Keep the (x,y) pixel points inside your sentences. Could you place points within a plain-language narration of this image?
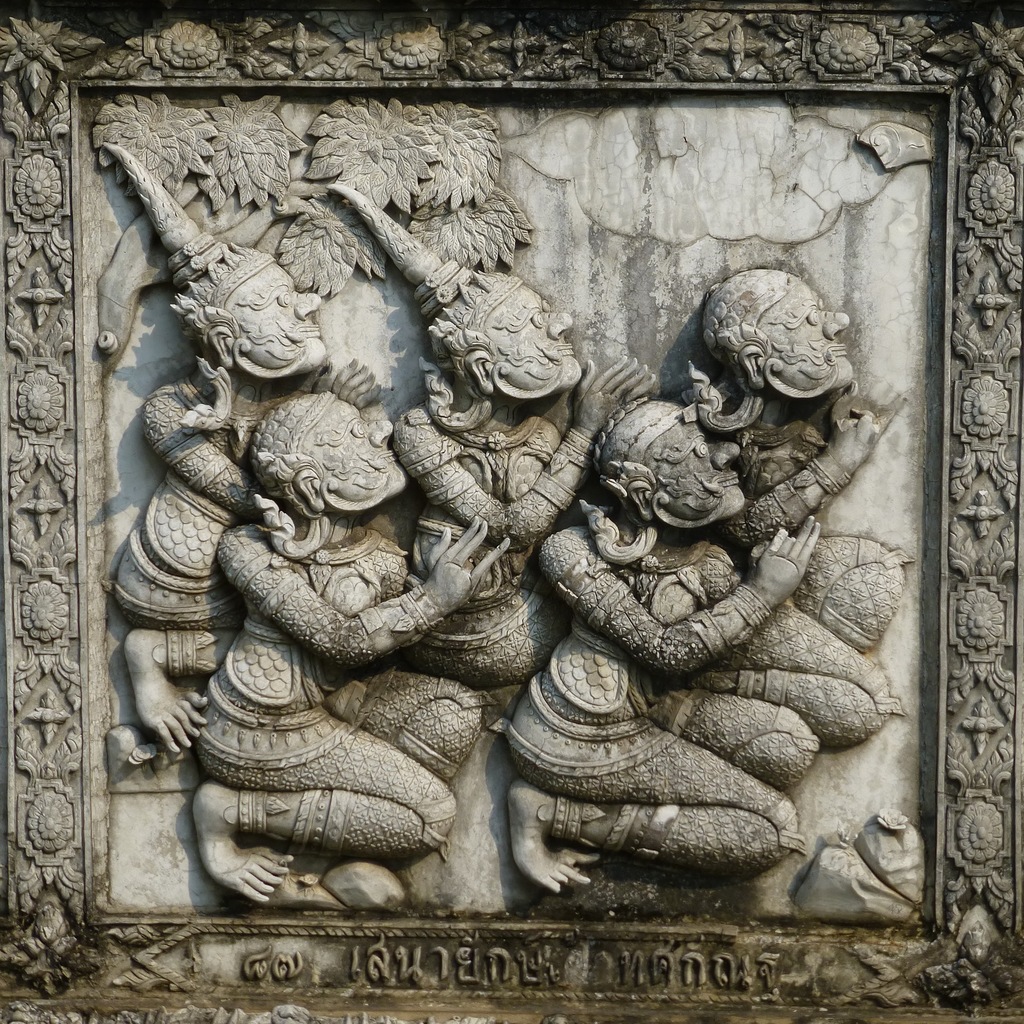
In this picture there is a stone carving (484,545) of few persons (470,544).
